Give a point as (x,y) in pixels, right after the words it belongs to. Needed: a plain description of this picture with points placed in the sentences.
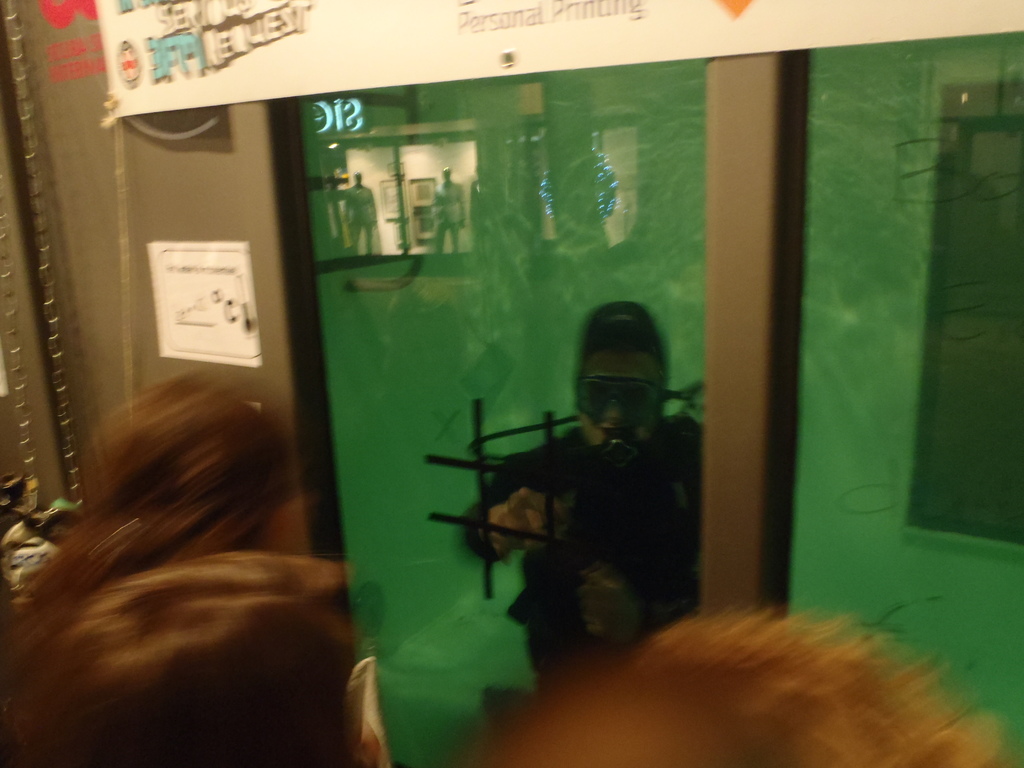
In this picture there are people (734,679) at the bottom side of the image (712,757) and there is a huge water box (533,203) in the center of the image (506,411), in which there is a man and there is a poster (557,70) at the top side of the image (672,59).
